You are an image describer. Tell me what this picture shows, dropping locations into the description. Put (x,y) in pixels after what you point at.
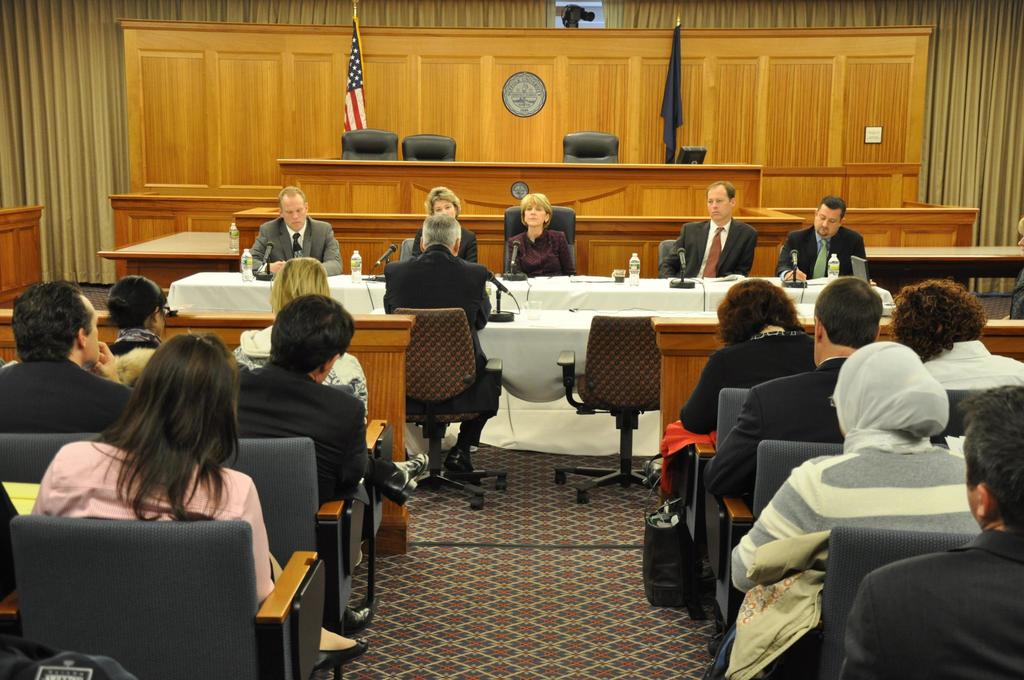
This is a meeting hall (122,244) where we can see a group of people (46,308) sitting on chairs (421,336) and also two flags (670,66) of other countries and the desk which is in orange color and some water bottles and mike (378,261) on the desk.
